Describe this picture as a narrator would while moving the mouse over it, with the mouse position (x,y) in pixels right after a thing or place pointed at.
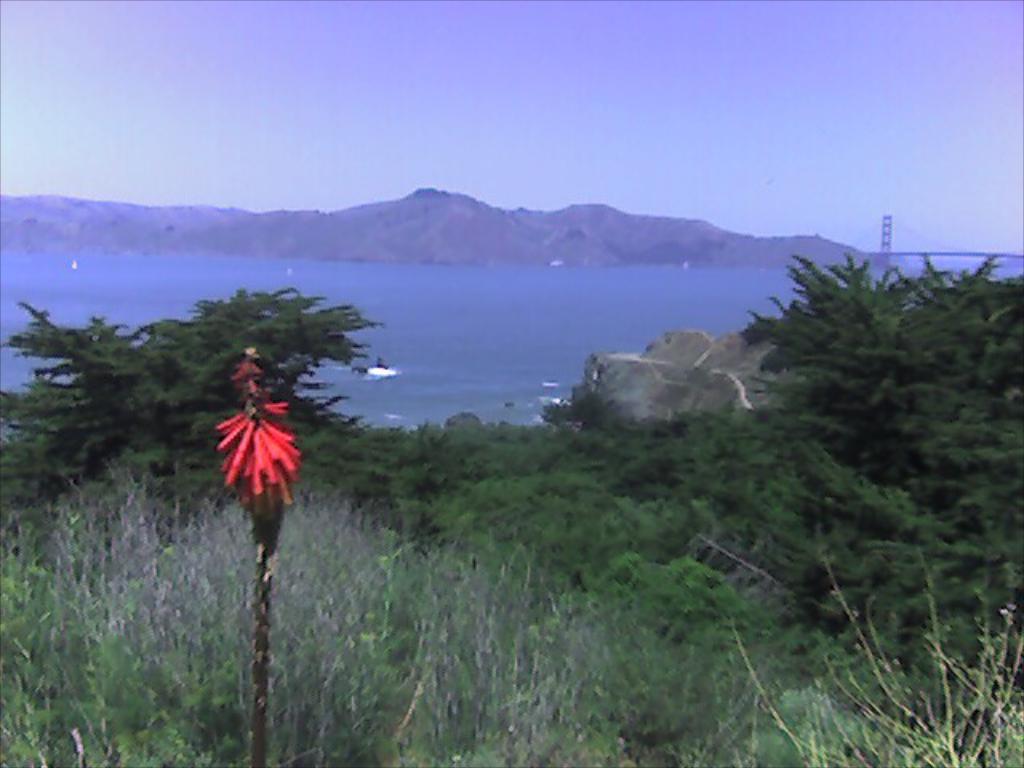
In this image I can see trees (998,437), water (534,293), mountains (305,229), rock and bridge (932,255). I can see red and black color object (270,487) in front (267,472). The sky (472,41) is in blue and white color.
